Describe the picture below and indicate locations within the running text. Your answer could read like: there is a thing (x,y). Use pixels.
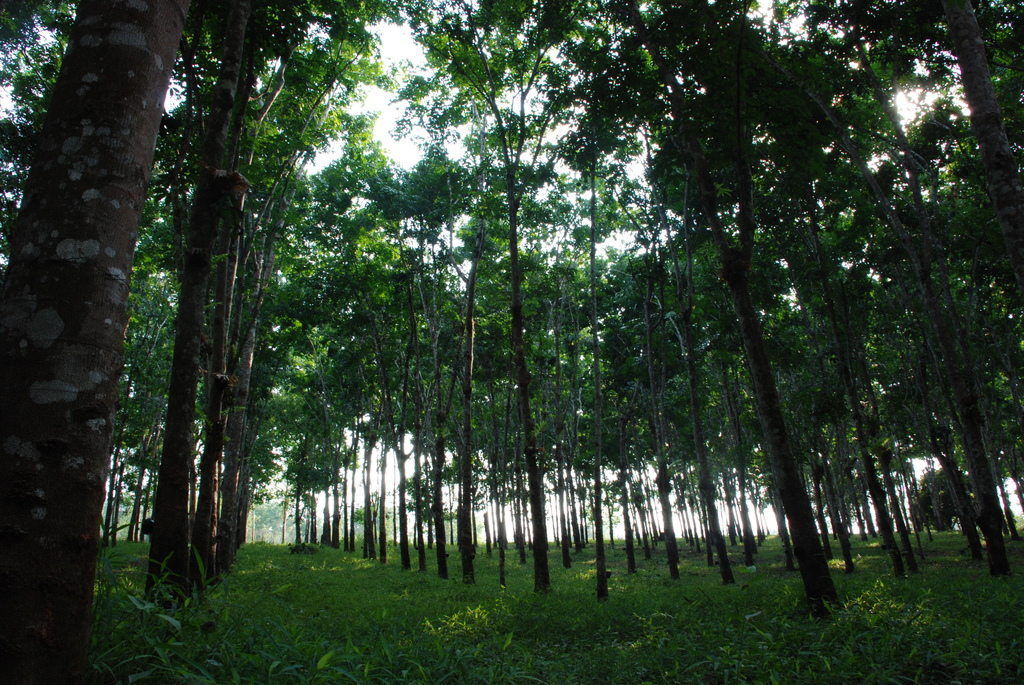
In the image there are many tall trees (543,411) around the grass surface (101,571).
